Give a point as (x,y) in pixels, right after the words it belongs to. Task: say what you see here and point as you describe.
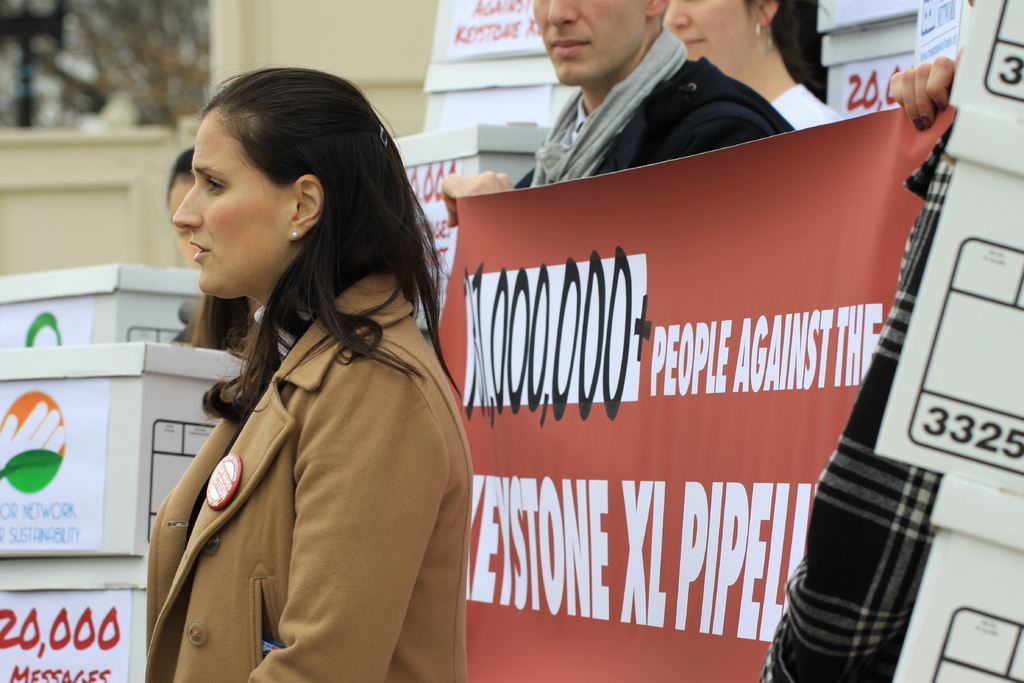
In this image I can see few people (237,633) are wearing different color dresses (273,605). I can see few boxes (142,405) and few stickers (60,485) are attached to it. I can see two people (608,54) are holding the banner (536,416).
